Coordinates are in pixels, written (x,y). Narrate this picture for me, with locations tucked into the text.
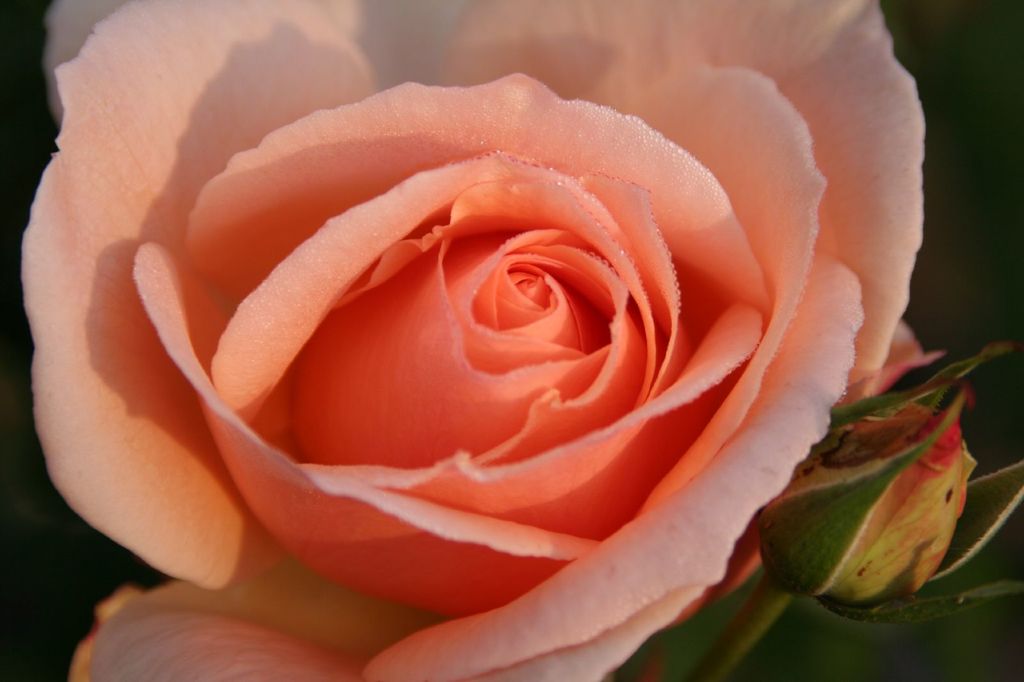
In this picture we can see a rose flower (308,473) with pink petals (655,381).
